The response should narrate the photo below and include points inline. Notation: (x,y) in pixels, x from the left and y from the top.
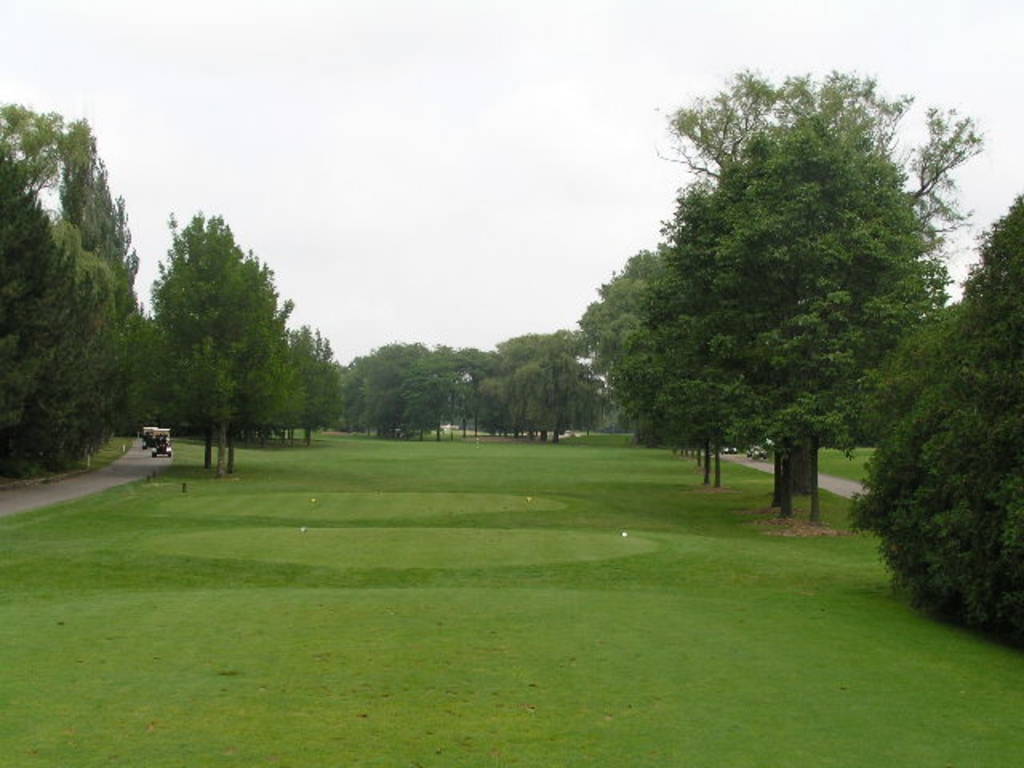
In the image in the center (365,453) we can see grass (294,567), trees (65,372) and few vehicles (168,428) on the road (16,502). In the background (429,140) we can see sky (363,126) and clouds (428,216).
